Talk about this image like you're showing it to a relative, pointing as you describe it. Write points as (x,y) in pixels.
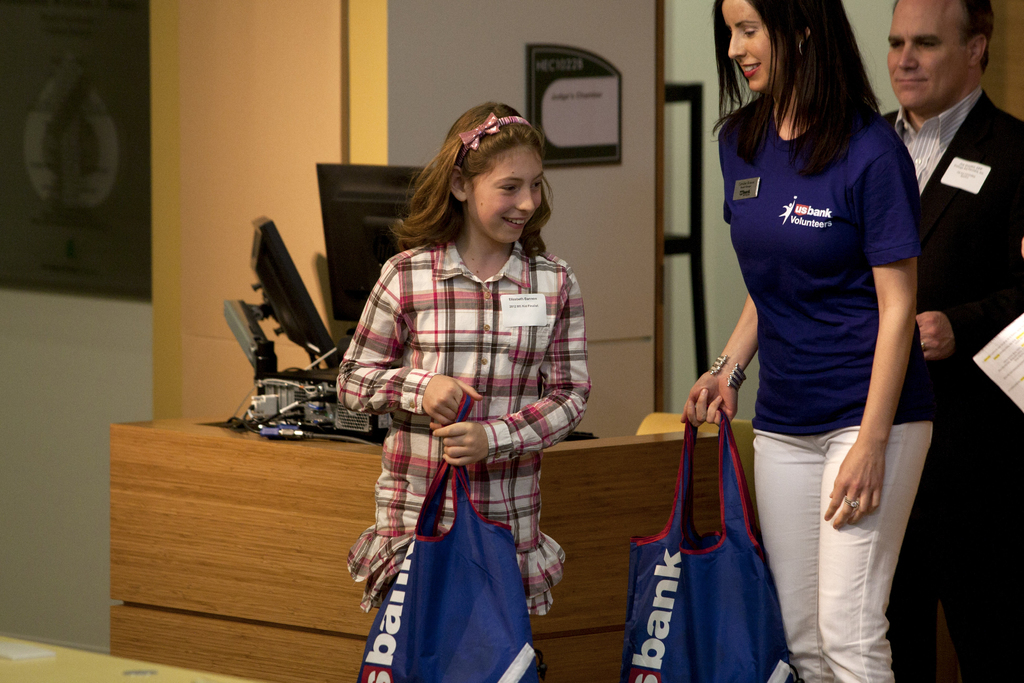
This is the picture where we have three people (1019,304) a woman (808,140) and a girl (507,215) among them are holding some bags (409,555) and the other guy (990,240) standing behind them wearing black suit (954,187) and beside them there is a desk (257,448) on which we have a system (274,360).
